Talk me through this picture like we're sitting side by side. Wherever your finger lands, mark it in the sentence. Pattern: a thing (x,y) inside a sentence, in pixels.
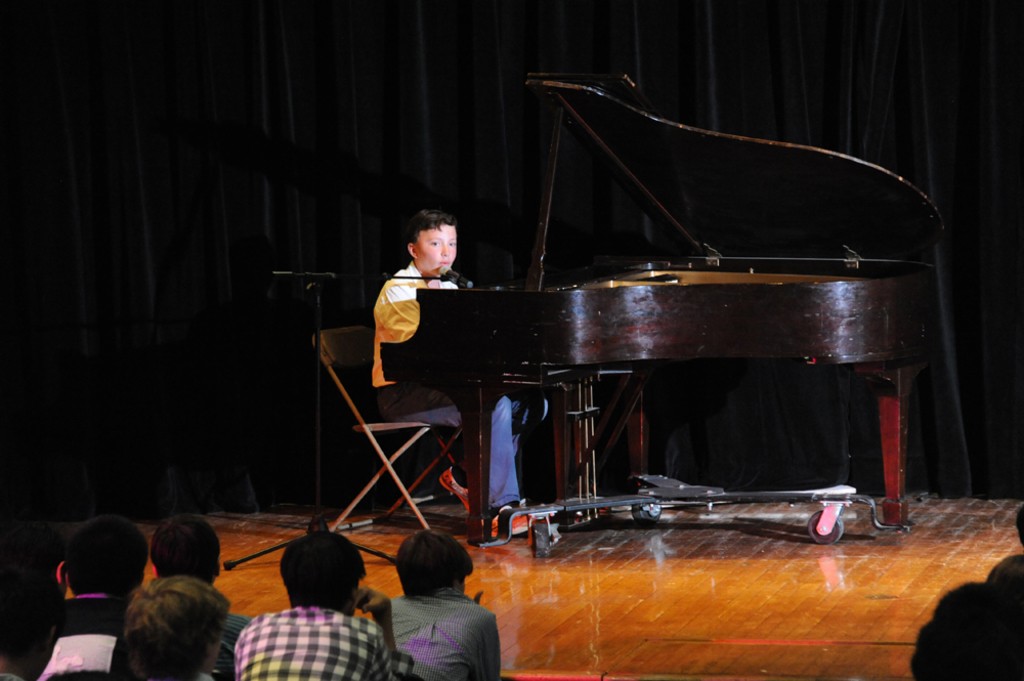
In the image there is a boy (403,338) sitting on chair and playing a keyboard (472,324) in front of a microphone (445,271) and there are group of people (39,622) as audience (496,660). In background (231,172) there is a black color curtain (399,177).
